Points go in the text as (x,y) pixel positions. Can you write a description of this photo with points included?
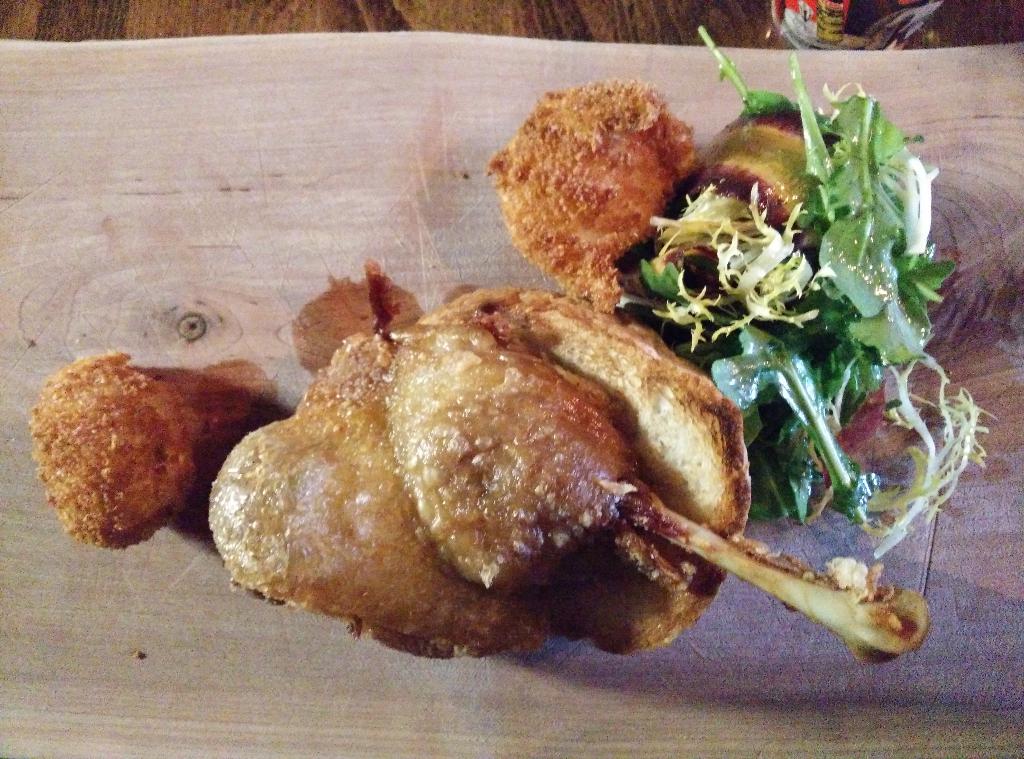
In this image we can see meat (359,456) placed on the table (354,238).
